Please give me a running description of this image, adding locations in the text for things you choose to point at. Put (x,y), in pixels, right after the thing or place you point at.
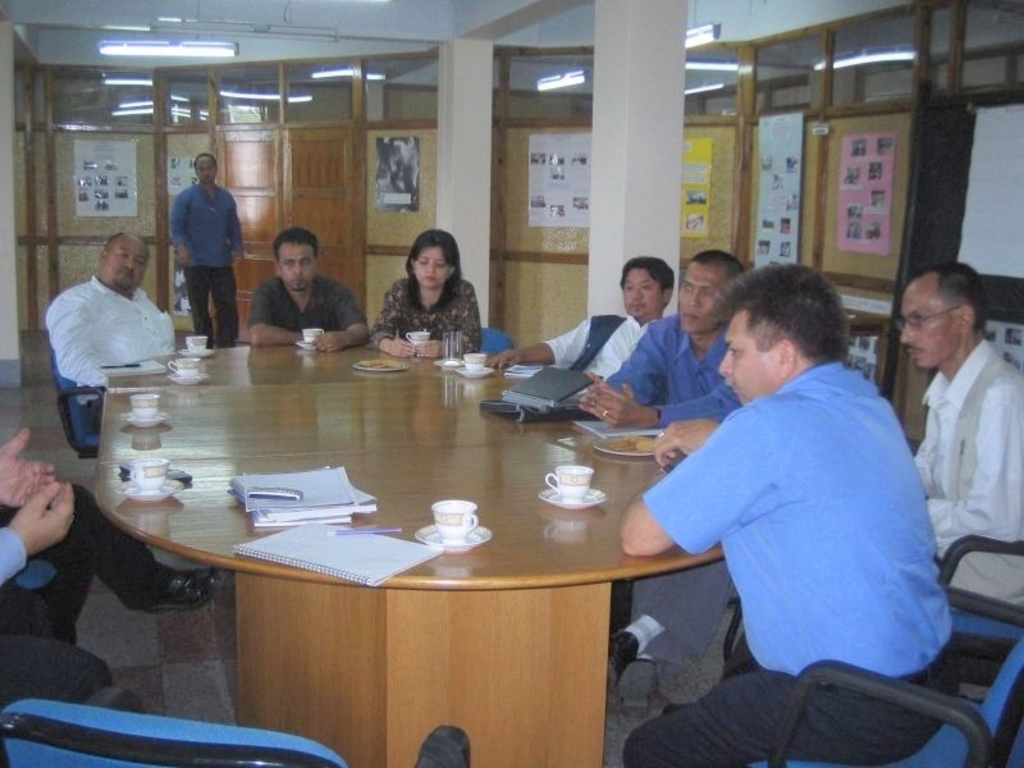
This picture describes about group of people (912,733) few are seated on the chair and one person (190,274) is standing in front of them we can see books (352,544), cups (561,492), mobiles (283,491), laptop (564,370) on the table (368,410), in the background (688,159) we can see couple of posters (864,198).
